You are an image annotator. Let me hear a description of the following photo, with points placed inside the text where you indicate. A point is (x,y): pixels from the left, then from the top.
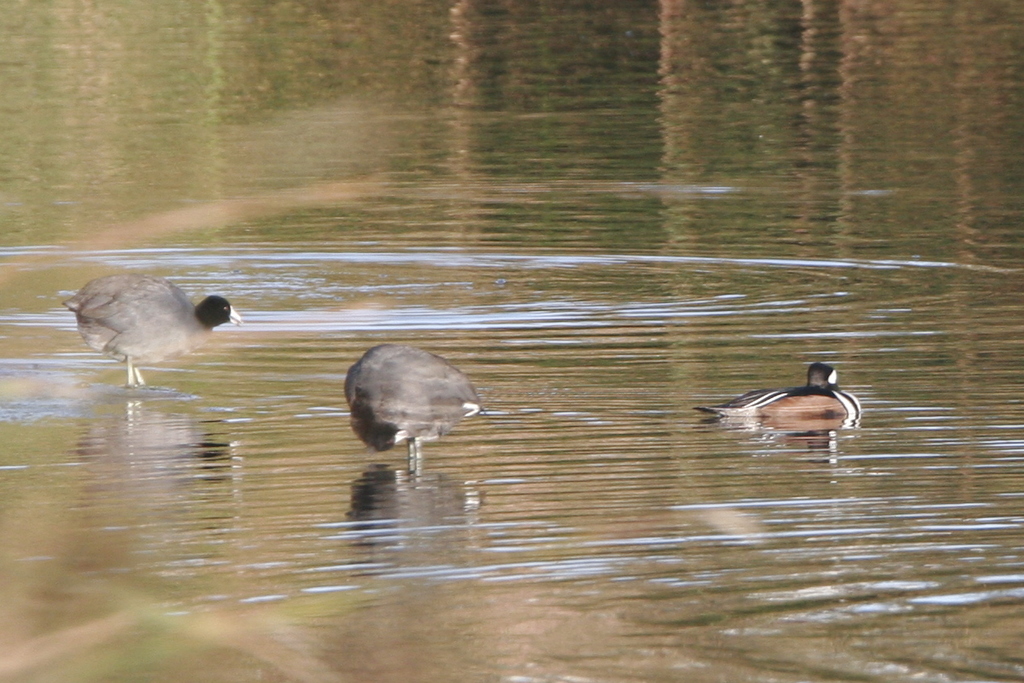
In this image we can see three birds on the water (513,296).
